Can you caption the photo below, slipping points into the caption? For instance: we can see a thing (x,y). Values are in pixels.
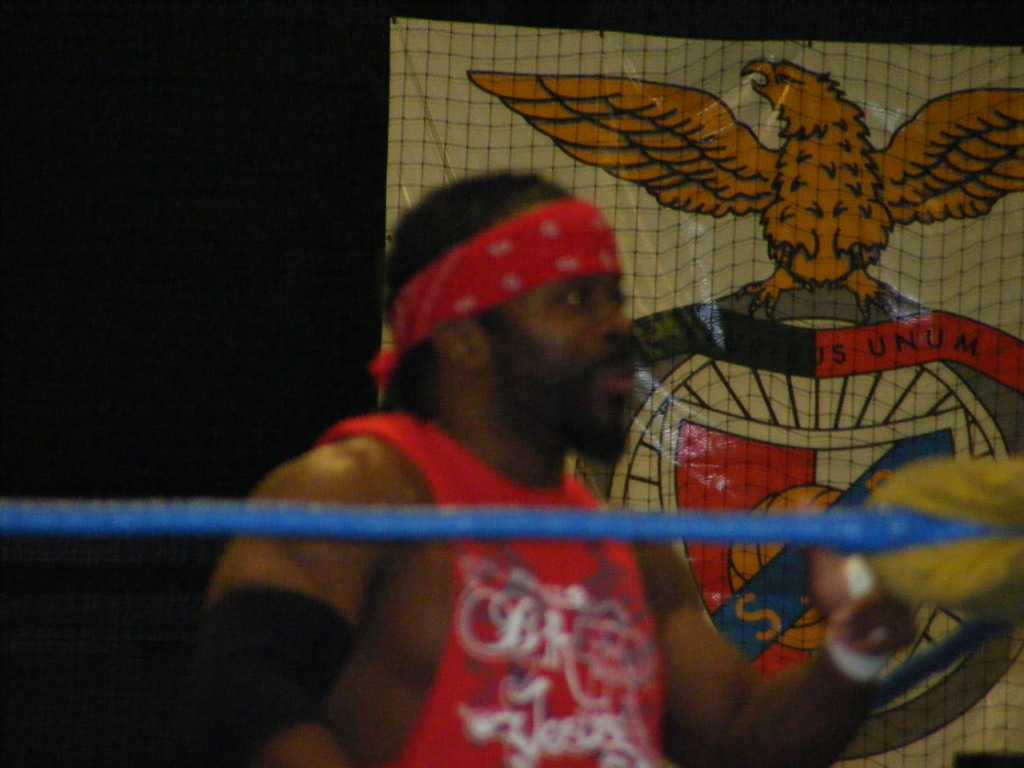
In this picture there is a man (456,403) in the center of the image (469,271) and there is a rope (233,521) in front of him, there is a poster (754,317) in the background area of the image (746,303).
